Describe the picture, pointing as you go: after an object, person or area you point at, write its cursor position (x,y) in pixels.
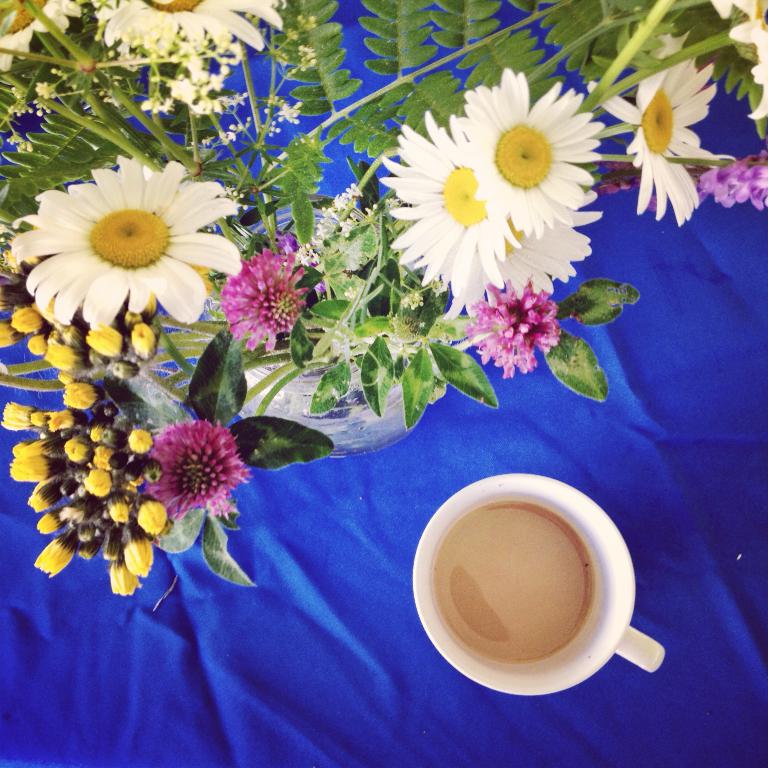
Here in this picture we can see a table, on which we can see a blue colored cloth (629,392) present and on that we can see a flower vase (330,311) and a cup of coffee (527,484) present over there.
